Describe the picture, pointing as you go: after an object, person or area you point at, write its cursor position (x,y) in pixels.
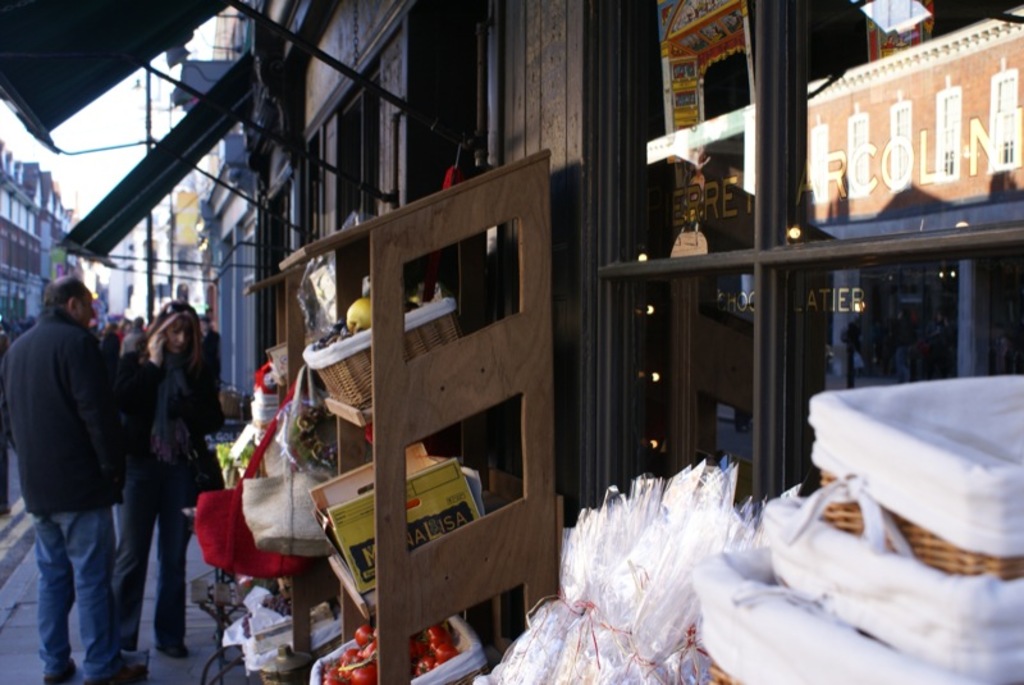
Here is the man (86,376) and woman (127,465) standing. This is the wooden rack (436,235) with two baskets (353,646) and a cardboard box (351,563). These baskets (355,648) contain some fruits (351,660) or vegetables (366,658) in it. These are the plastic covers (612,608). I can see baskets (865,590) with white clothes (884,488). This looks like a glass door (879,209). These are the buildings (223,217). I can see the reflection (855,97) of the name board (934,169) in the glass window (974,167).
